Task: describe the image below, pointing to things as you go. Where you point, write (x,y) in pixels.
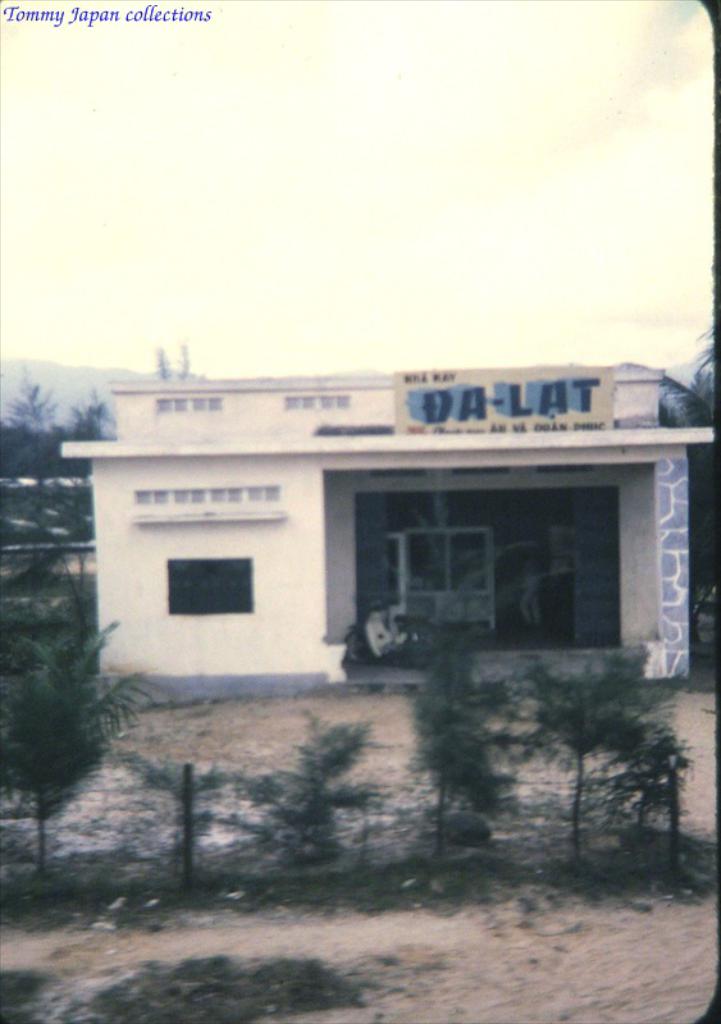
Here, we can see a shop (126,575), there are some green trees (67,775), at the top (184,109) there is a sky (290,109).
